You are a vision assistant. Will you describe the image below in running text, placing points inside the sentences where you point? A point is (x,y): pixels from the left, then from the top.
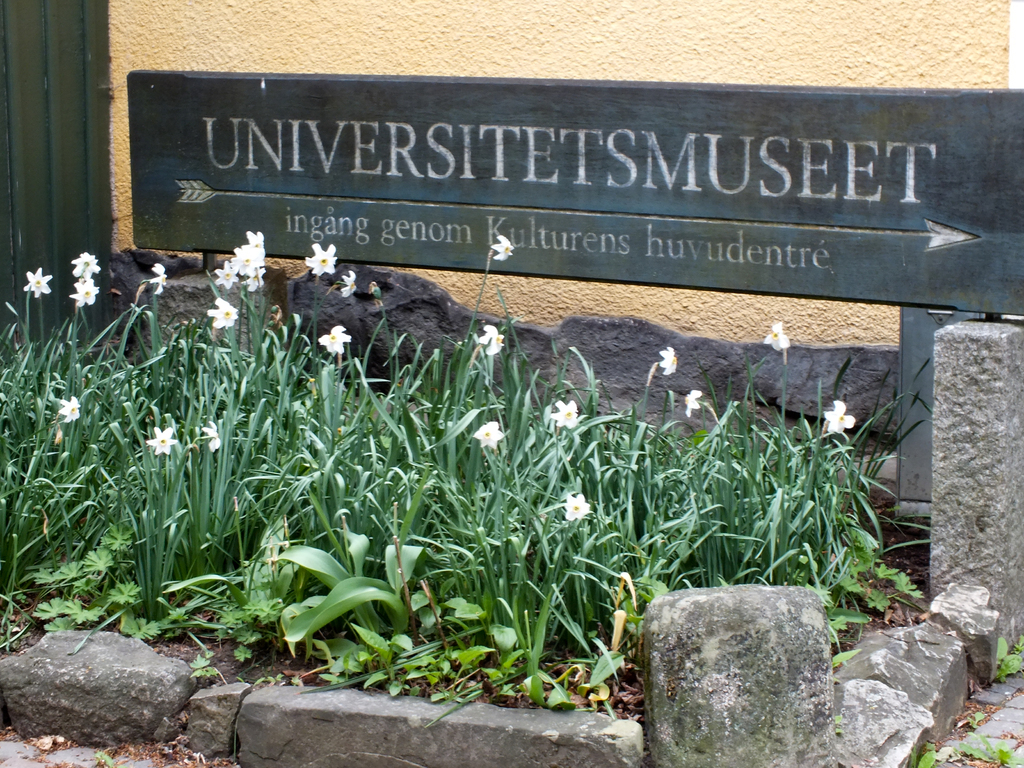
In this image we can see a name board (459,181), wall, plants (409,387) and rocks (717,652).
